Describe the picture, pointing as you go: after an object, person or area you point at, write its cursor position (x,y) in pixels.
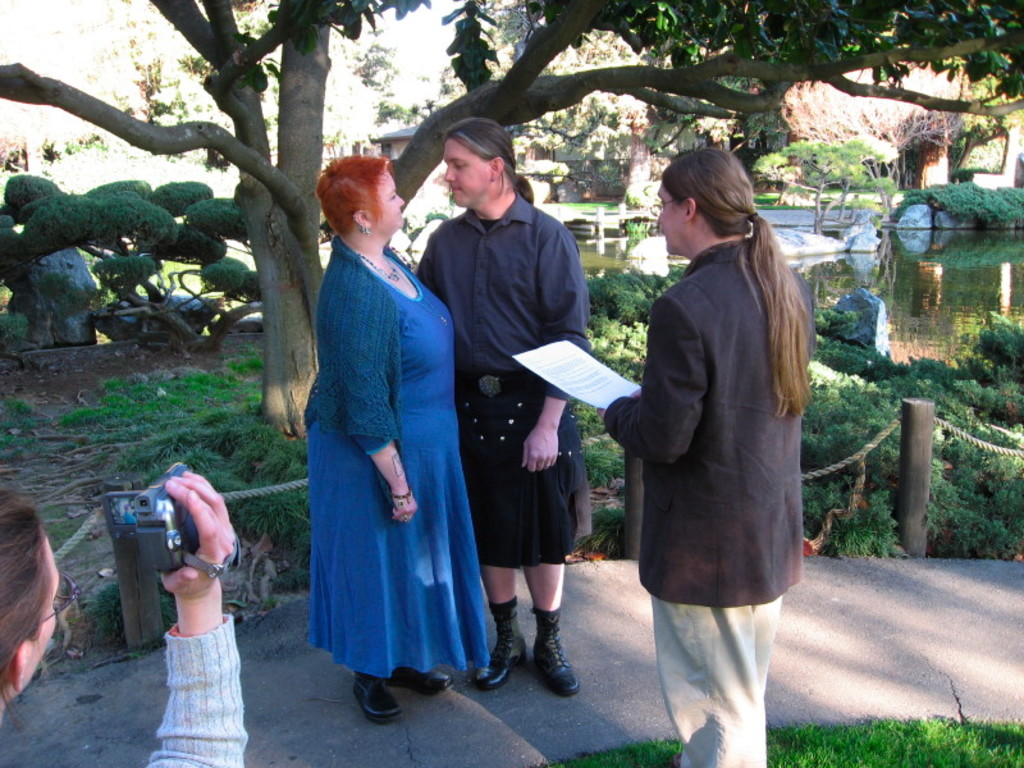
In this picture we can see four people (698,720) standing on a path (529,619) where two are looking at each other and a person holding a paper (577,385) with the hand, camera (176,561), wooden poles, ropes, water (870,262), stones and trees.
